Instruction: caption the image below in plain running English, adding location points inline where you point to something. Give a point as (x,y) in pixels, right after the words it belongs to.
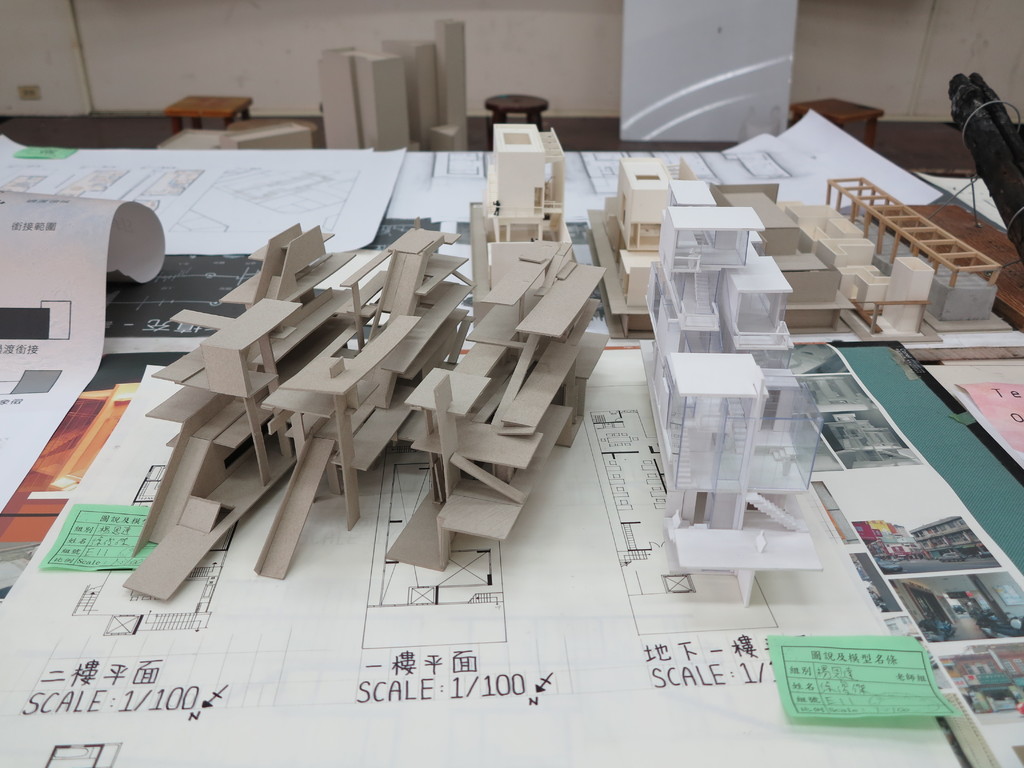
In this image we can see three stools (848,121), one wall (74,49), so many paper charts (25,409) on the table (308,600) and some objects (481,244) are on the surface (609,124). Some objects (396,113) are on the table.
